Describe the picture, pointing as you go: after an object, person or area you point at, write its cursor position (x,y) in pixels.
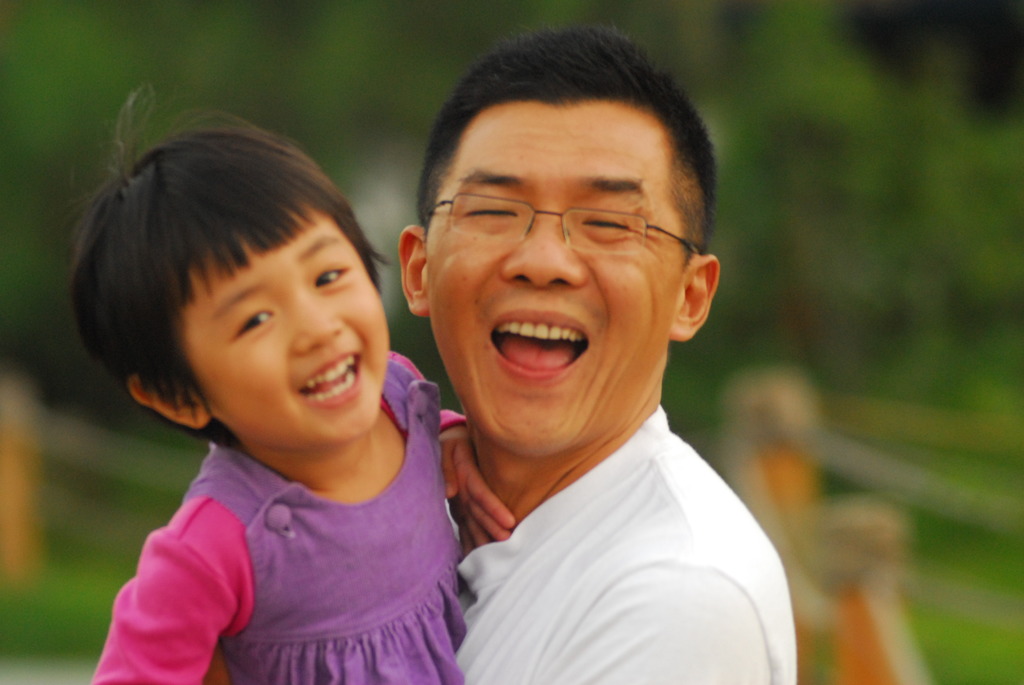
In this image in the front of there are persons (422,476) smiling and the background (882,121) is blurry.
